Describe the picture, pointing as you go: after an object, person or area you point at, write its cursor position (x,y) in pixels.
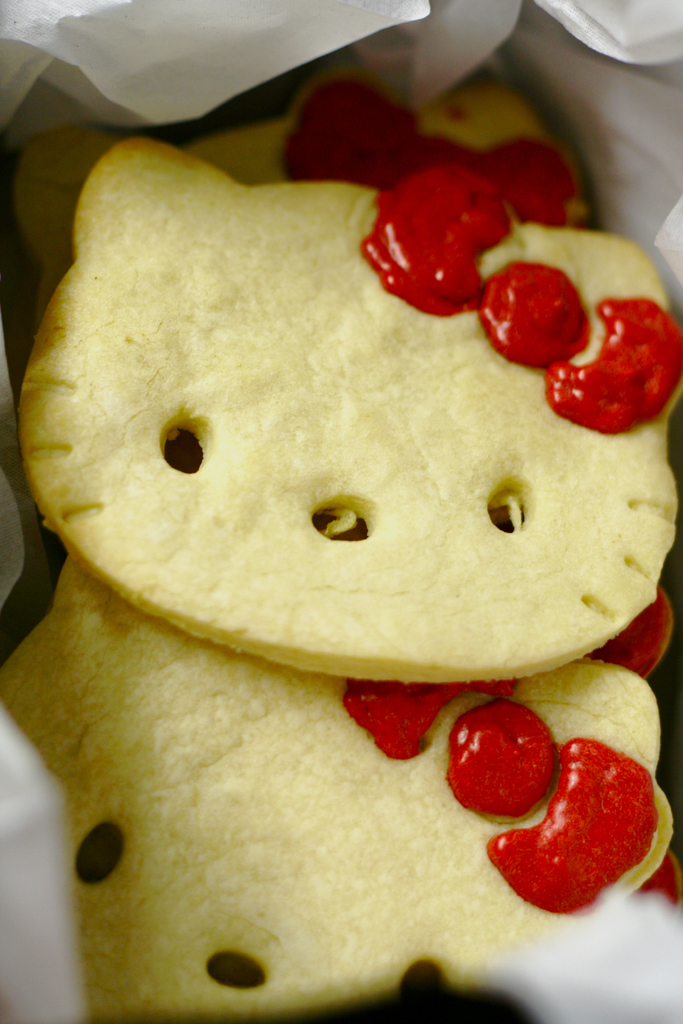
In this image, we can see some food (627,446).
